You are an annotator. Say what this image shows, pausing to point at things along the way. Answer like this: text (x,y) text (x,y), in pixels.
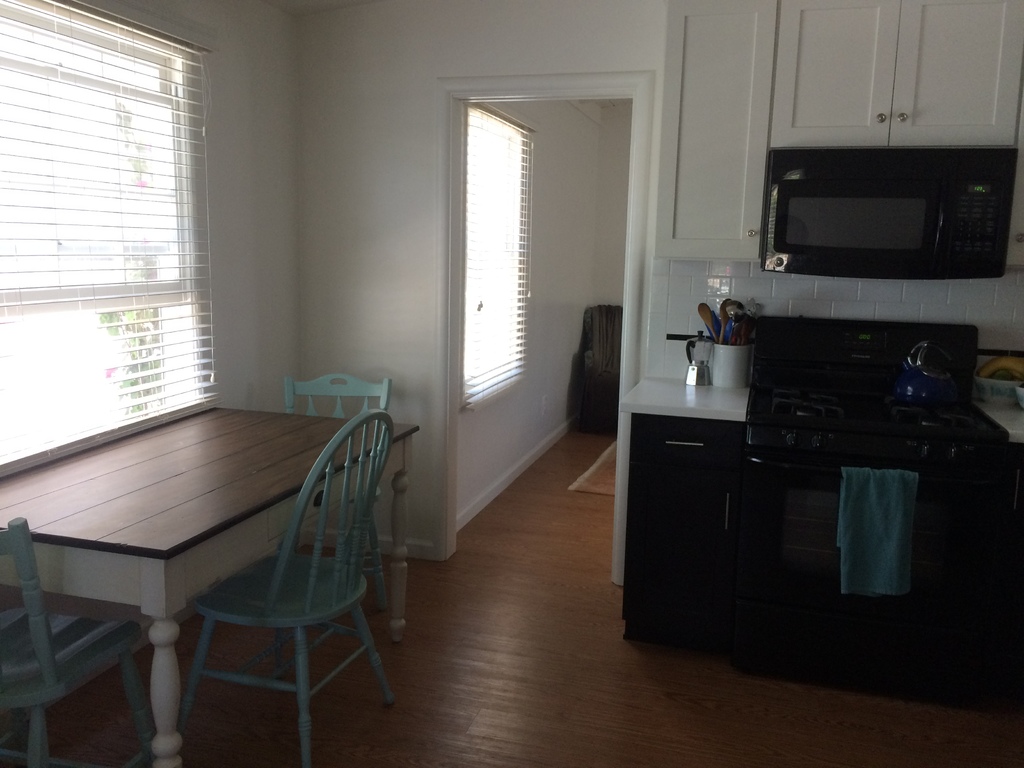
Beside this window (140,280) there is a wooden table (178,435) and chairs (336,401). This is stove (891,413), under this stove (860,409) there is a oven (924,550) with cloth (854,524). On this table (701,411) there is a holder (714,368) with things (722,326). This is cupboard (738,145) in white color. A floor (543,487) with carpet (592,481).
